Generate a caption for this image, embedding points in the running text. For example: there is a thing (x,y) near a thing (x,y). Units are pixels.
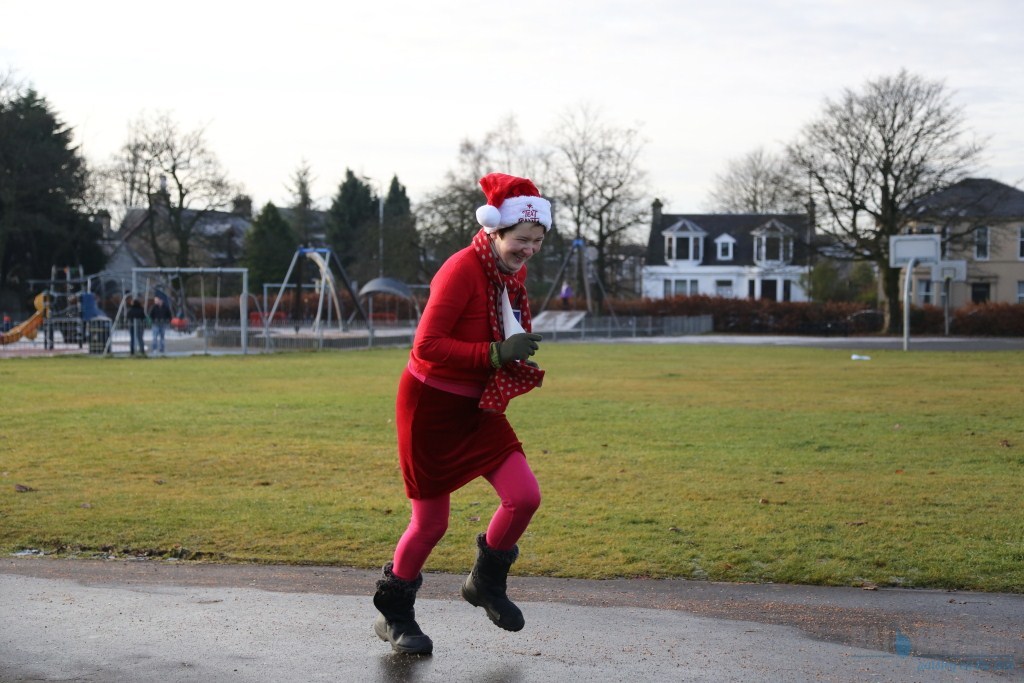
In this image in the front (469,422) there is a woman (457,362) running and smiling. In the background (323,376) there is grass (343,380) on the ground (323,376), there are trees (73,258), houses (655,257) and there are persons (170,313) and there are plants (745,318) and the sky (600,95) is cloudy.
